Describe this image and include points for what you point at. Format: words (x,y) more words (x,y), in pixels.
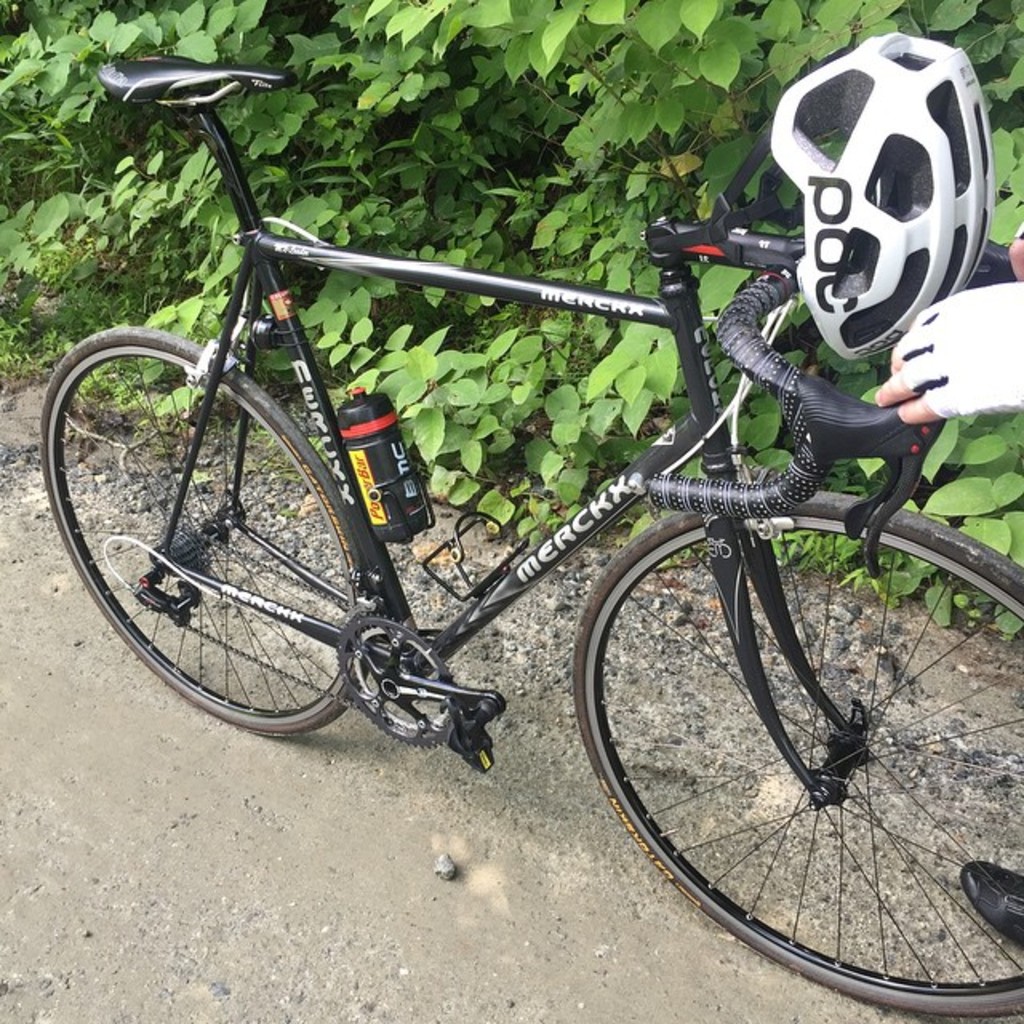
In this image I can see a black color bicycle (199,531) on the road (336,856). On the right side (1008,341), I can see a person's hands (987,349) holding this bicycle (860,405). In the background (442,130), I can see some plants (542,133).
